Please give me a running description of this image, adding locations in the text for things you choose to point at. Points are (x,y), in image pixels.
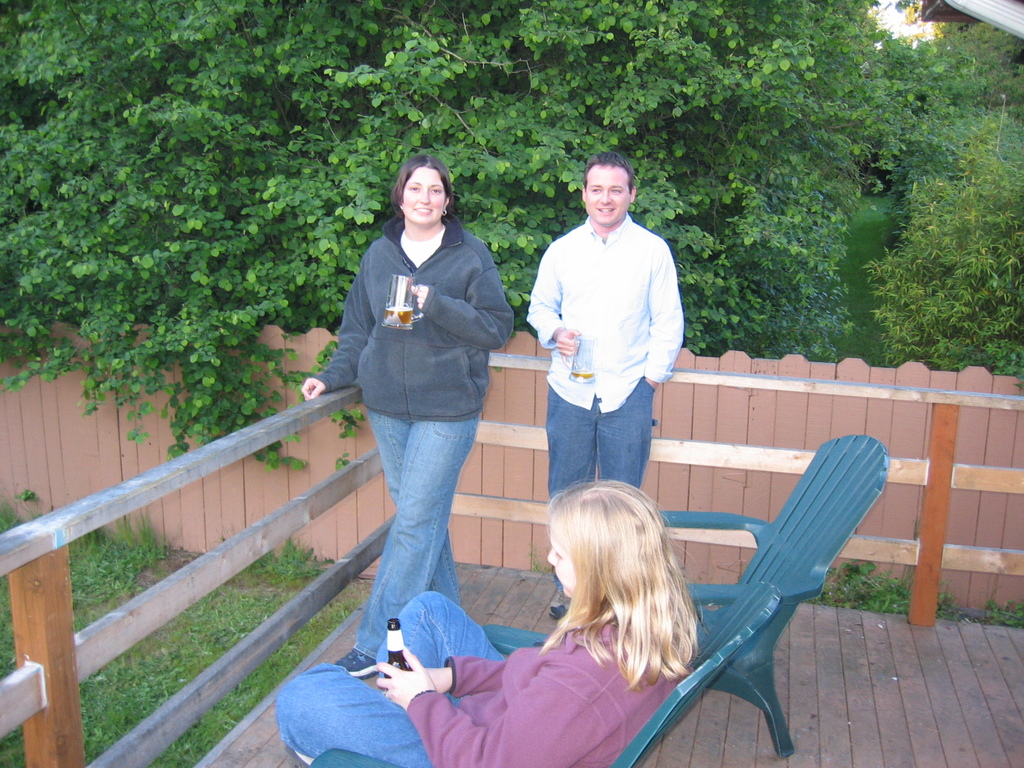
In this picture we can see three people (648,313) where two are holding glasses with their hands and standing on the floor (944,646) and a woman (543,719) sitting on a chair (713,651) and holding a bottle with her hands (403,706) and in the background (604,52) we can see fence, trees (958,152).
